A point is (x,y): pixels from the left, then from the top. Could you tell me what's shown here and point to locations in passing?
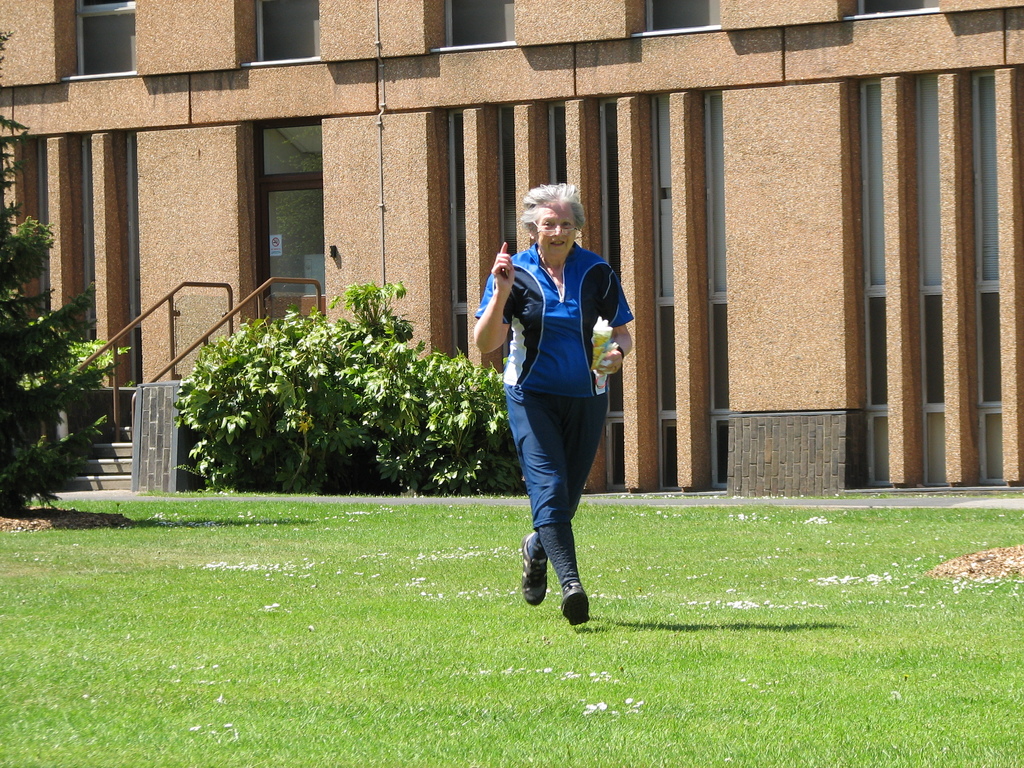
In this image, I can see a person (589,382) holding an object (603,381) and running on the grass (529,625). Behind the person (550,358), I can see a tree (52,351), plants (195,415), stairway (109,447) with handrails (232,315) and a building (200,289).
